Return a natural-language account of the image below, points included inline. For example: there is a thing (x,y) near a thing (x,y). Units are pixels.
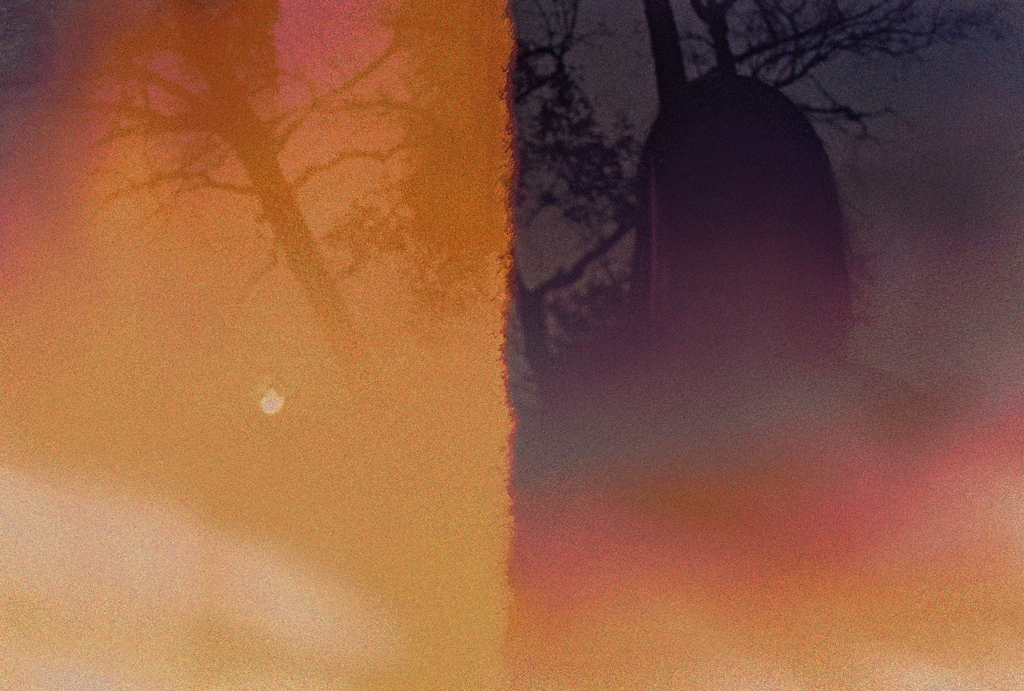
This picture is divided into two halves on the left side (252,568) it is in yellow color and there is a sun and trees (286,188) and on the right side (748,305) it is in purple and pink color and there is an object (742,232) and trees (716,52) in the background (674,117).
